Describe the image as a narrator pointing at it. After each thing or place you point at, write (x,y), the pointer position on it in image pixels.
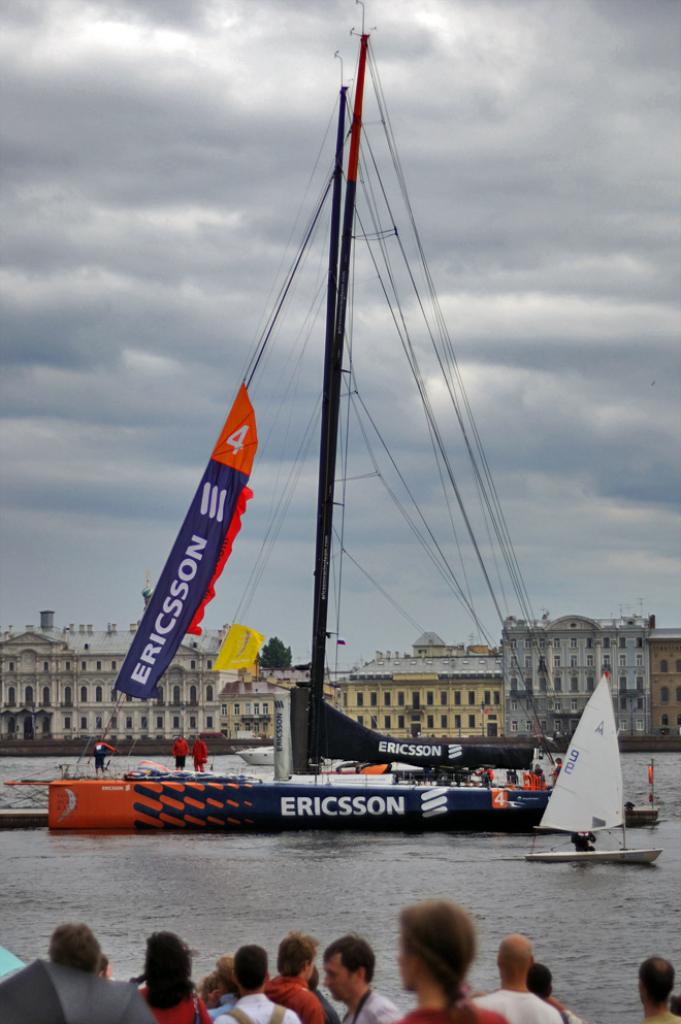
In this image there is water (301,837). There is a ship (312,786). There are buildings (346,701) on the backside (241,672). There are people (155,977) standing near the water (383,963).
